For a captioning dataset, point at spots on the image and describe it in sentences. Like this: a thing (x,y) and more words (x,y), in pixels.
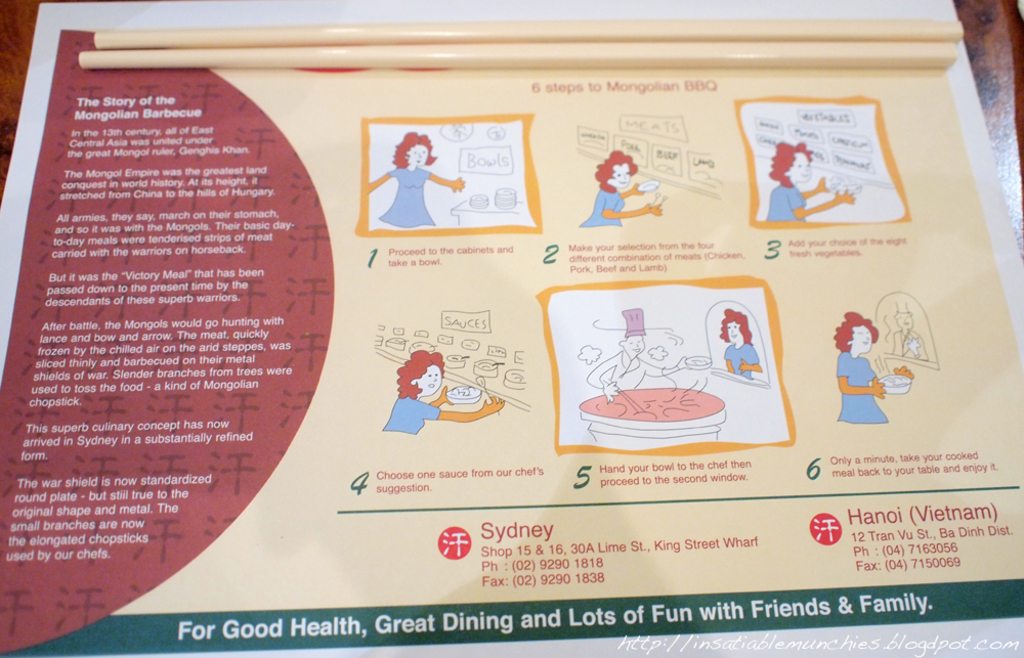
In this image I can see a brown colored surface (18,56) and on it I can see a poster (472,119) which is cream, white and red in color. I can see two cream colored objects (211,37) on the poster (738,2).
